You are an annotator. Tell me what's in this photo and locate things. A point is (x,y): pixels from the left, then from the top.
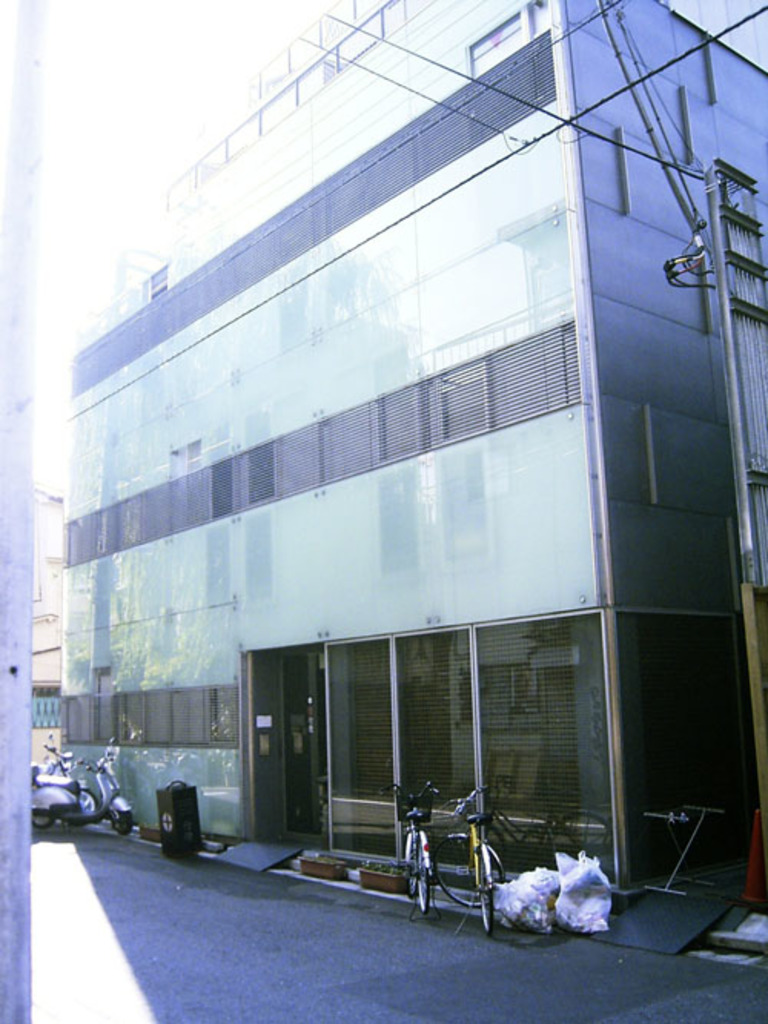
In the center of the image (273,582) there is a building (260,545). At the bottom of the image (149,907) there is road (187,995). There are vehicles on the road (255,952). There are bicycles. At the top of the image (93,83) there is sky (112,69). To the left side of the image (32,626) there is a pole (8,461).
